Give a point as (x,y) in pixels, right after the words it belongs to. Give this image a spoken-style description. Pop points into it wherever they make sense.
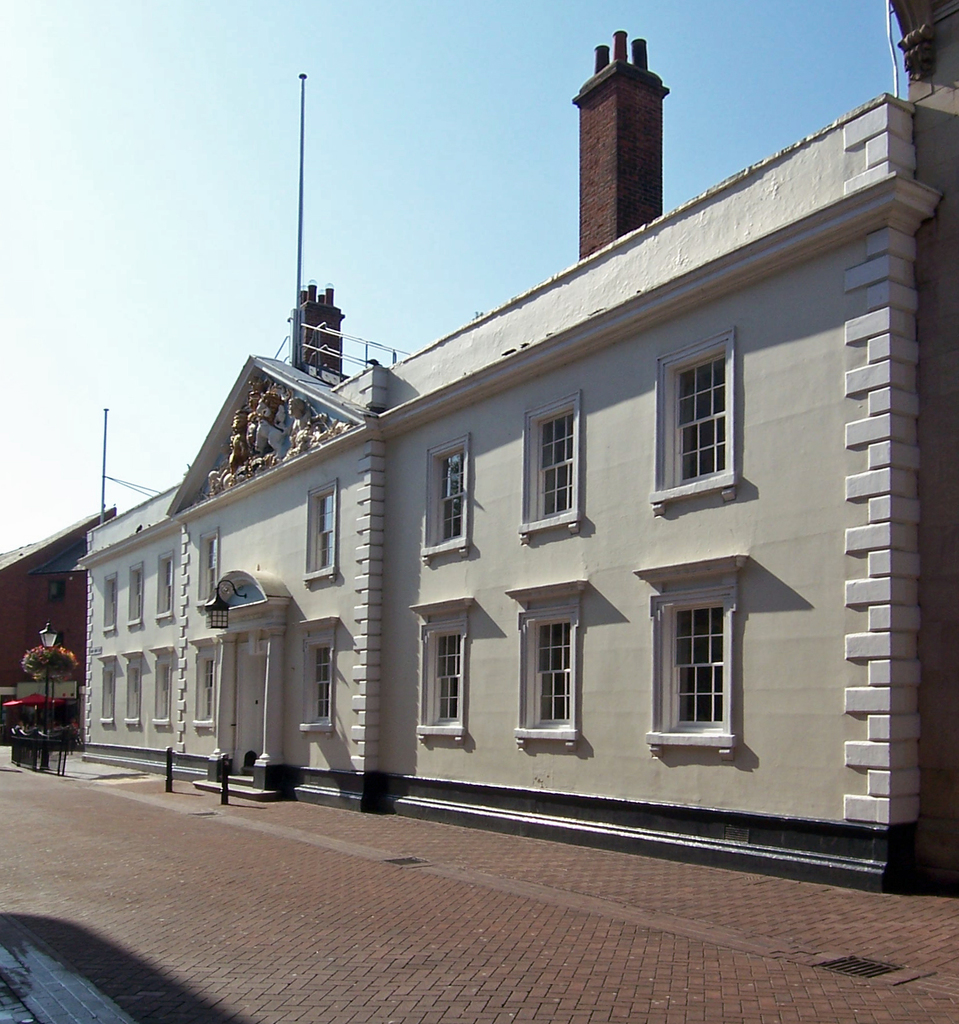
We can see buildings (93,629), lights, poles (46,690), plants (65,669), statues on a wall (97,705) and windows (447,522). Top of the building (643,246) we can see pillars (305,301). We can see sky (65,316).
